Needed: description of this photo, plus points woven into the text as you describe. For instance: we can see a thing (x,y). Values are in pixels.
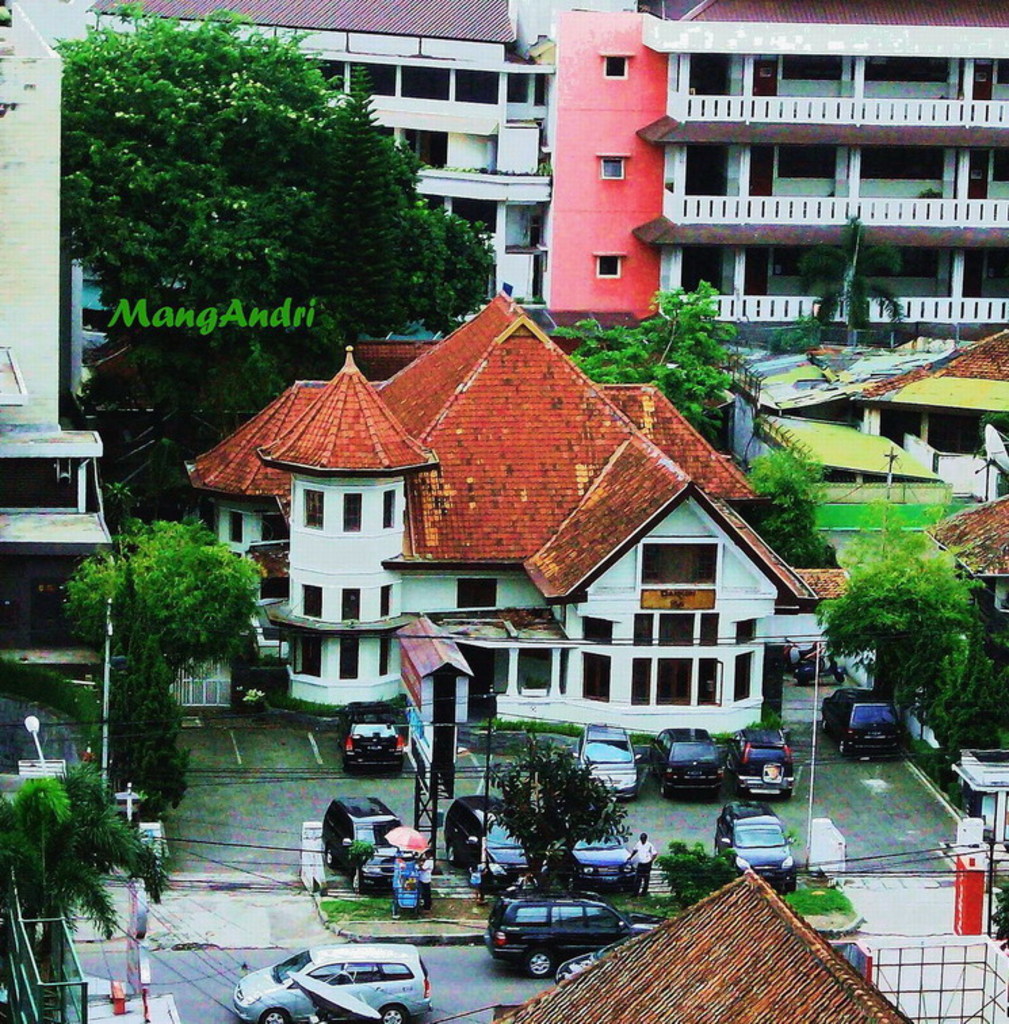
In this image we can see cars (280,978), grass (285,698), plants (37,781), poles (415,771), boards (931,982), trees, road (166,973), houses (776,624), buildings (579,181), and people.
